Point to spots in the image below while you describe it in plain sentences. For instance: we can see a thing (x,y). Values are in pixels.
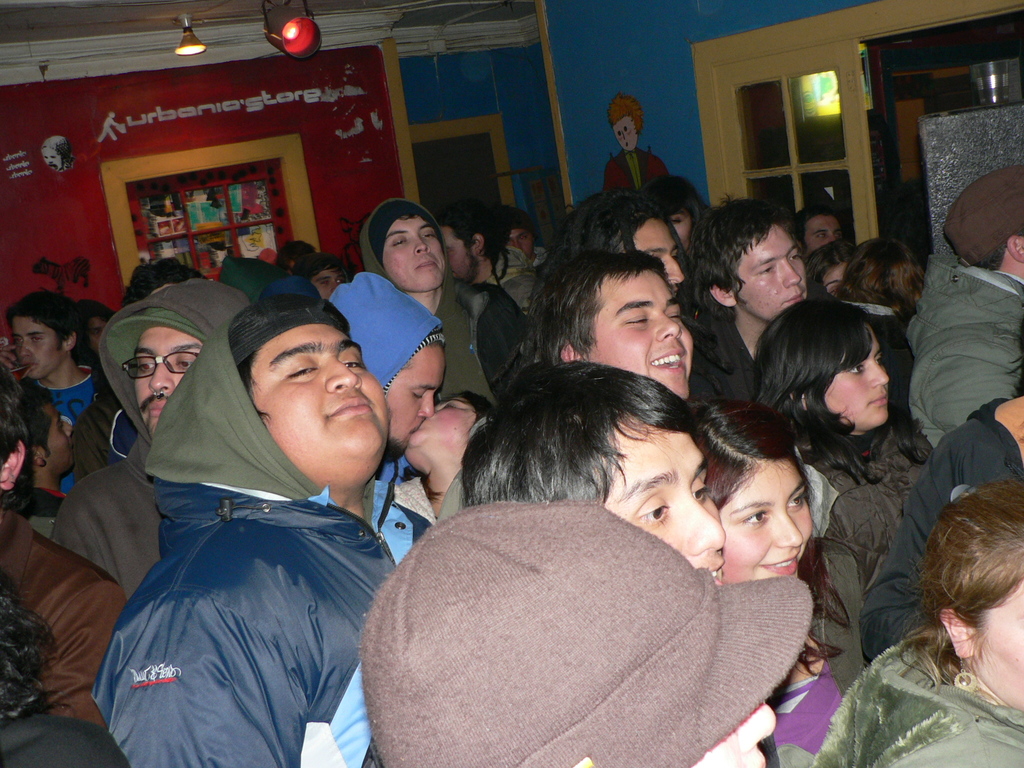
In this picture, we see the group of people (328,460) are standing. Behind them, we see a wall (338,150) in red color and some posters (219,199) are posted on the wall (356,156). On the right side (812,108), we see the windows (805,142) and beside that, we see a wall (655,93) in blue color on which the painting (611,173) of the girl (622,135) is drawn.
